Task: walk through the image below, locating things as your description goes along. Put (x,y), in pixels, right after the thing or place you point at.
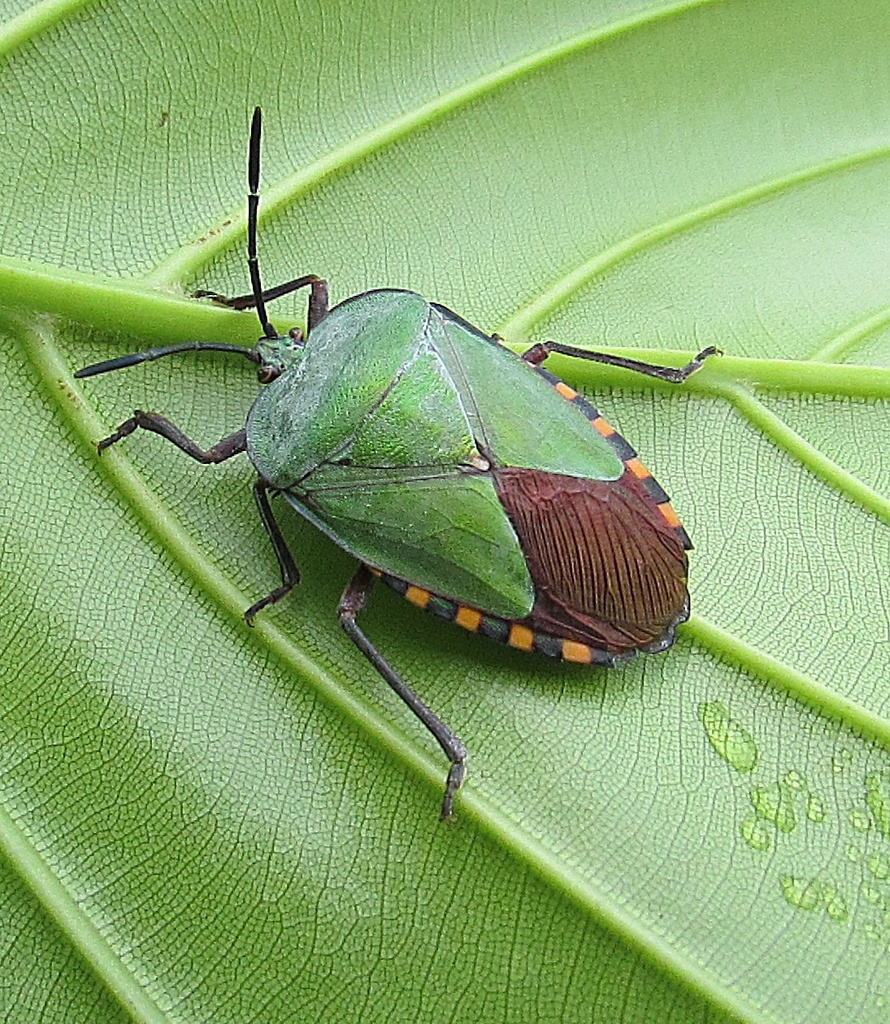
In the picture we can see a bug (540,502) on the part of the leaf (307,766) and the bug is green in color with some part (543,488) is brown in color.
